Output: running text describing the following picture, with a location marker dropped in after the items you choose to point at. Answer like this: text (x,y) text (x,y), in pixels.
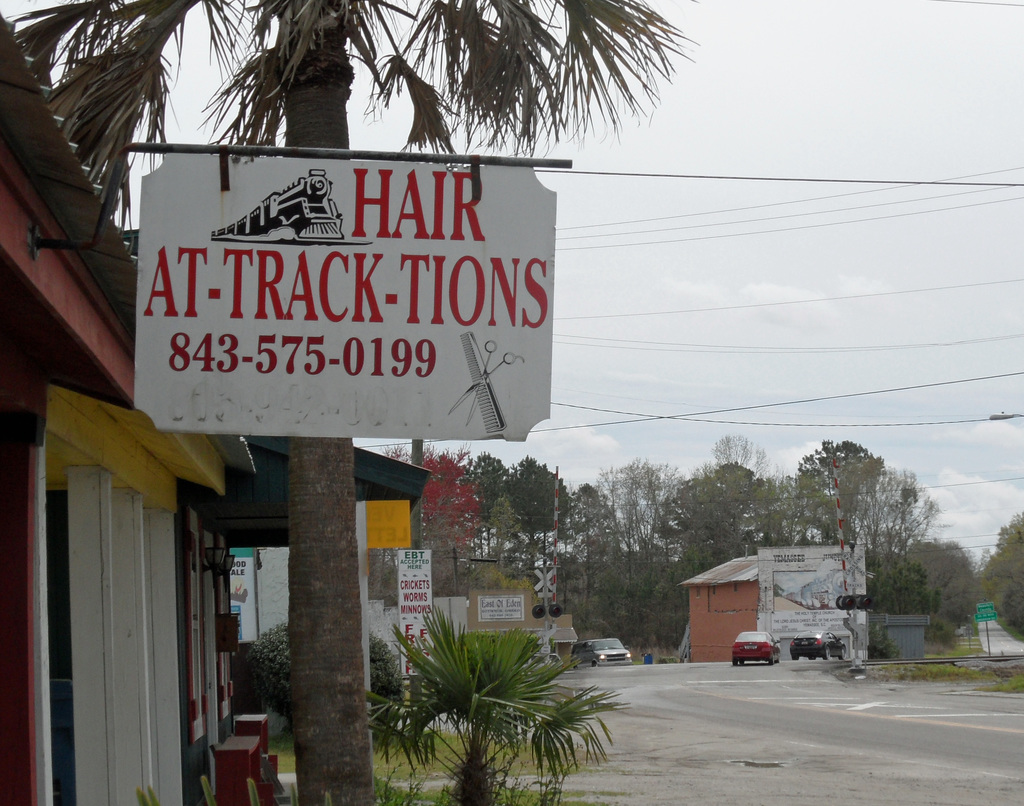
In this image, we can see a board (297,345) is hanging with rod (420,155). At the bottom of the image (804,549), we can see few houses (116,748), trees (910,558), banners (432,601), plants (573,700). Few vehicles (590,645) are moving on the road (758,731). Top of the image (706,235), we can see the sky (712,208) and wires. Right side of the image (988,637), we can see a sign board (983,613) here.
